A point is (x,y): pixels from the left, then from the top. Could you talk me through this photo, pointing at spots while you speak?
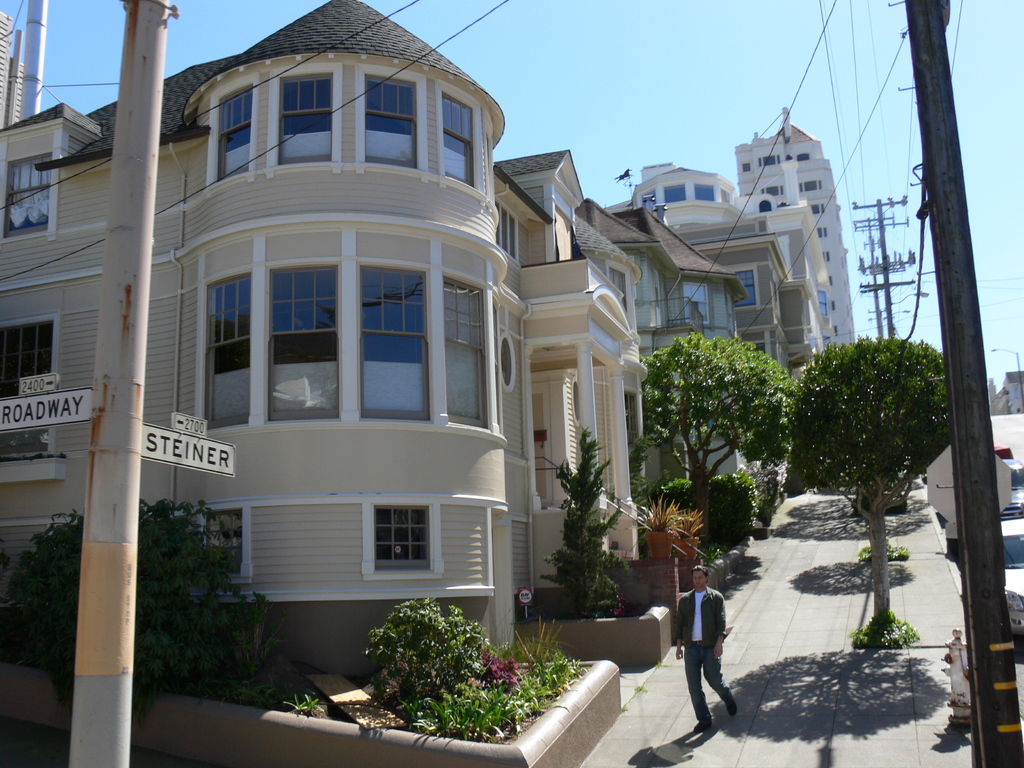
This image consists of many buildings (627,321). To the left (91,754), there is a pole (103,629) to which boards (27,419) are fixed. To the right (1005,740), there is a pole (935,122). At the bottom (725,744), there is a road (709,736). And the man (717,650) is walking.
